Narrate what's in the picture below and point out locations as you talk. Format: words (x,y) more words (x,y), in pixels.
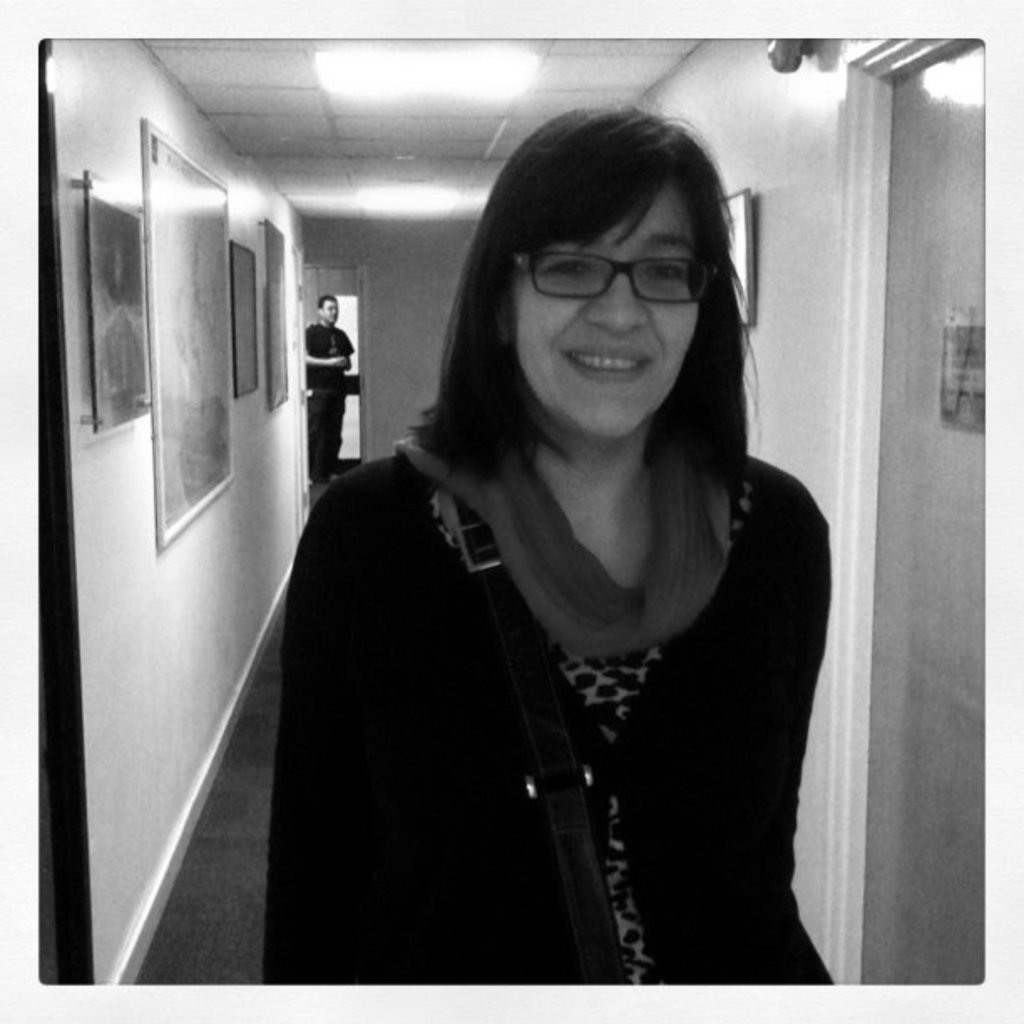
In this picture we can observe a woman (628,840) wearing a scarf (686,568) and spectacles (579,276). She is smiling. In the background (323,427) there is a person (326,349) standing. We can observe some photo frames (188,330) fixed to the wall (811,357). This is a black and white image.
